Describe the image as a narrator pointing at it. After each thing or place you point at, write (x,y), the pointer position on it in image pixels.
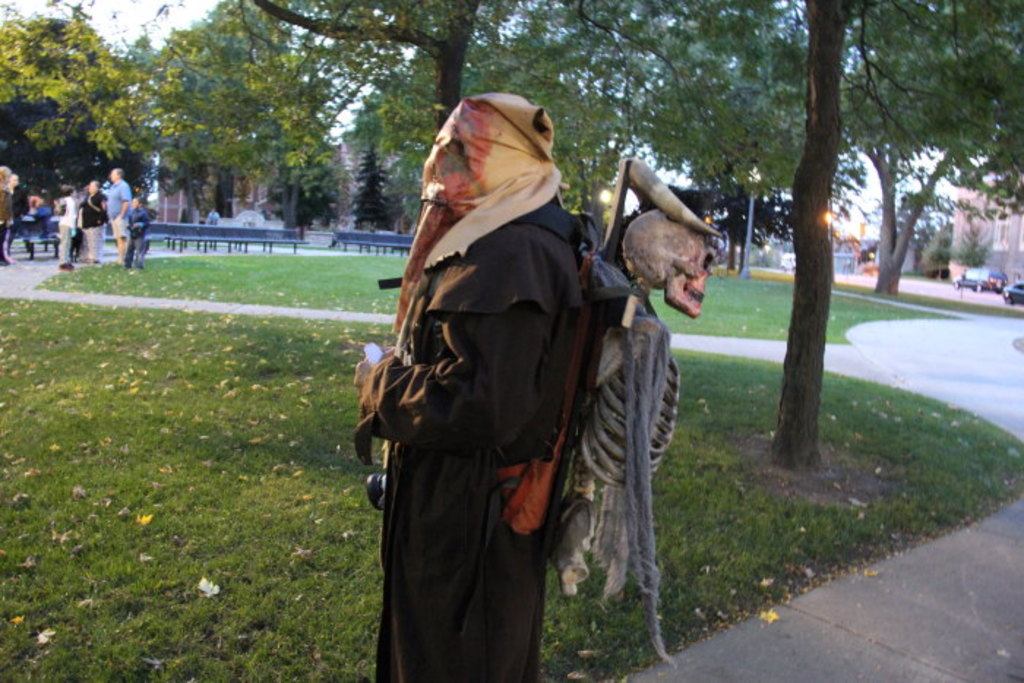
In this picture we can see a person (444,182) wrapped a cloth (449,135) on his head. We can see a skeleton (651,508) and a few objects (583,290) are visible at the back of this person (561,354). Some grass (19,360) and a few leaves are visible on the ground (295,517). There are a few people (0,185) standing on the path (41,274) at the back (16,177). We can see a few benches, a street light (745,245) and some vehicles (1001,279) on the road (949,294) on the right side (967,273). There are a few trees (723,194) and buildings (987,238) are visible in the background (933,249).
